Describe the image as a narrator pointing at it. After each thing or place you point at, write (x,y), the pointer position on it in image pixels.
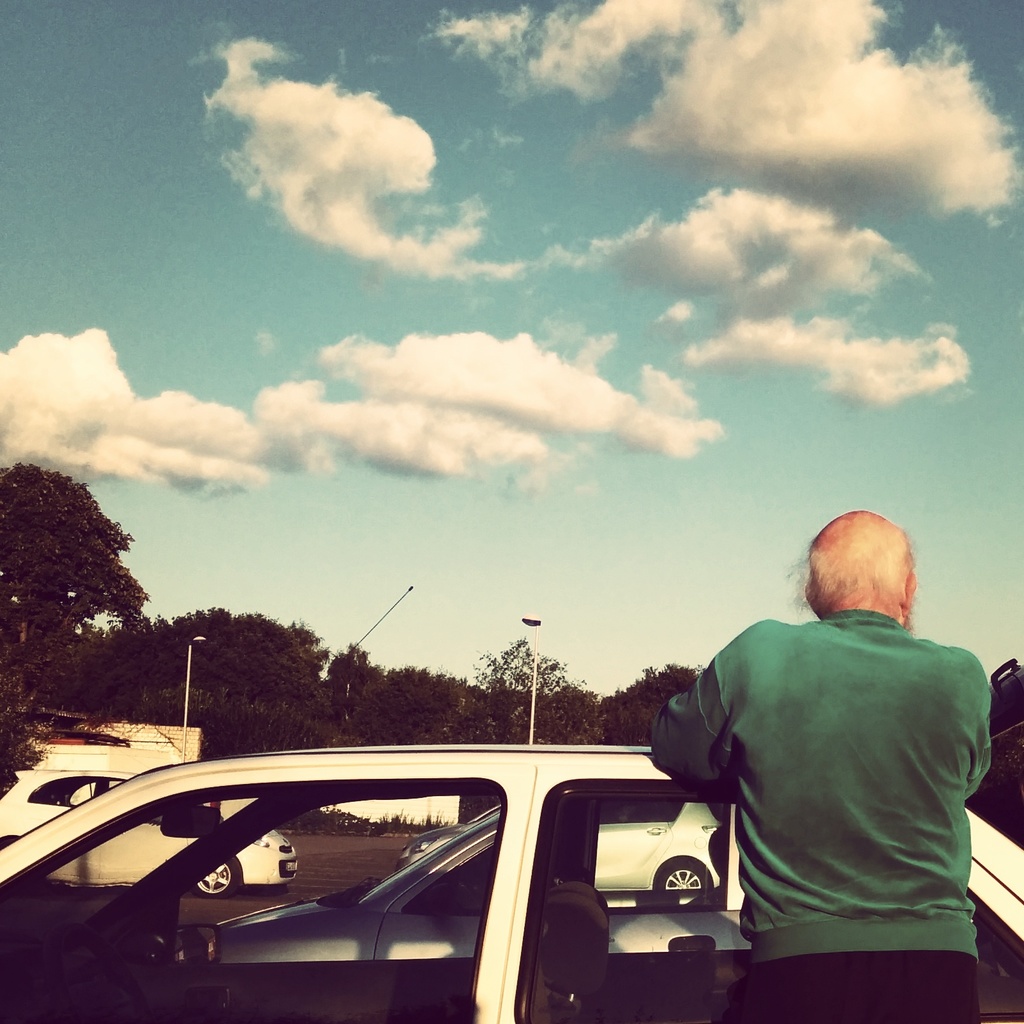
In this image at the bottom (518,880) there is one car (157,898) and one person (741,856) who is standing, in the background (450,833) there are some cars (622,842), trees (484,690), poles (536,670) and lights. On the top of the image (528,320) there is sky (684,472).
